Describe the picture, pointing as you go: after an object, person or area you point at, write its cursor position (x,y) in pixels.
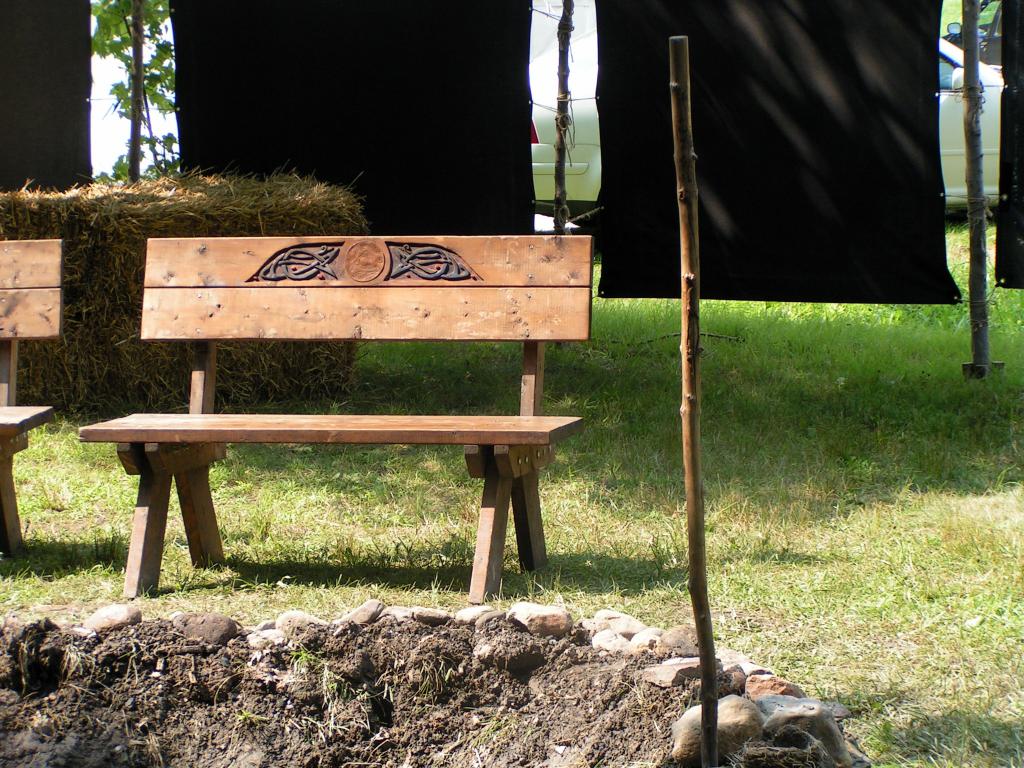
In this image there is a pit (542,739) at the middle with stick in it and behind that there is a bench (258,297) on the grass ground (806,575) also there is a fence (421,214) made of some black clothes (618,228) and wood pieces (565,62), at the back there are some vehicles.
